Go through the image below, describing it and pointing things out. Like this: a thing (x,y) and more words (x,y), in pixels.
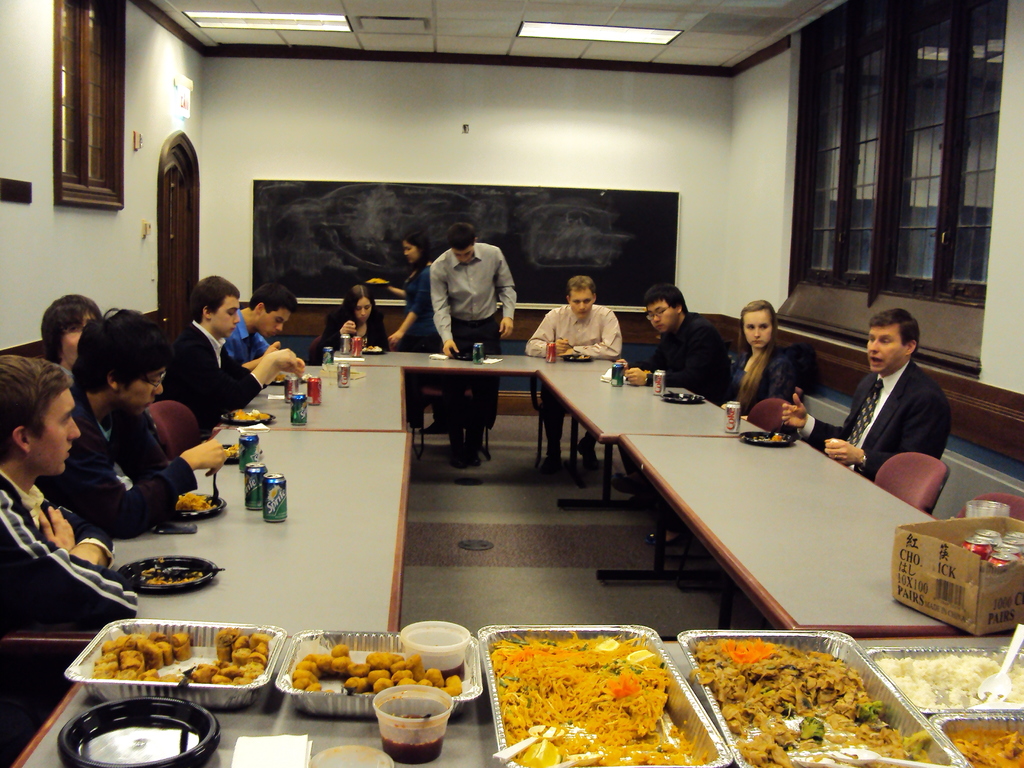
In this image we can see there are a few people (198,385) sitting on the chairs (176,416), in front of them there is a table (597,375). On the table (223,523) there are food items (197,497) and drinks (342,368). At the bottom of the image (860,692) there is on another table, on the tables (271,699) there are food items (239,678). In the background of the image (312,210) there is a board (536,201) attached to the wall (578,125). At the top of the image (527,17) there is a ceiling (646,7).
